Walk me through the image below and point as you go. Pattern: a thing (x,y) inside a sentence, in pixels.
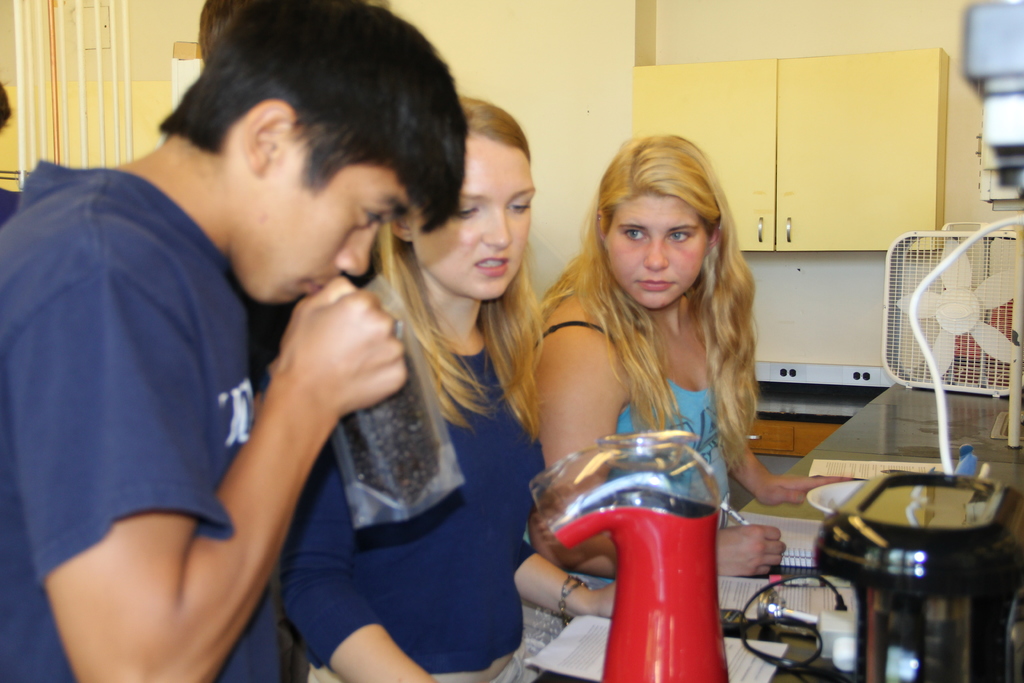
In this image we can see people (364,321) standing. In front of them there is a platform (959,395) on which there are objects (664,447). In the background of the image (585,52) there is wall (787,55). There is a cupboard (773,162).
